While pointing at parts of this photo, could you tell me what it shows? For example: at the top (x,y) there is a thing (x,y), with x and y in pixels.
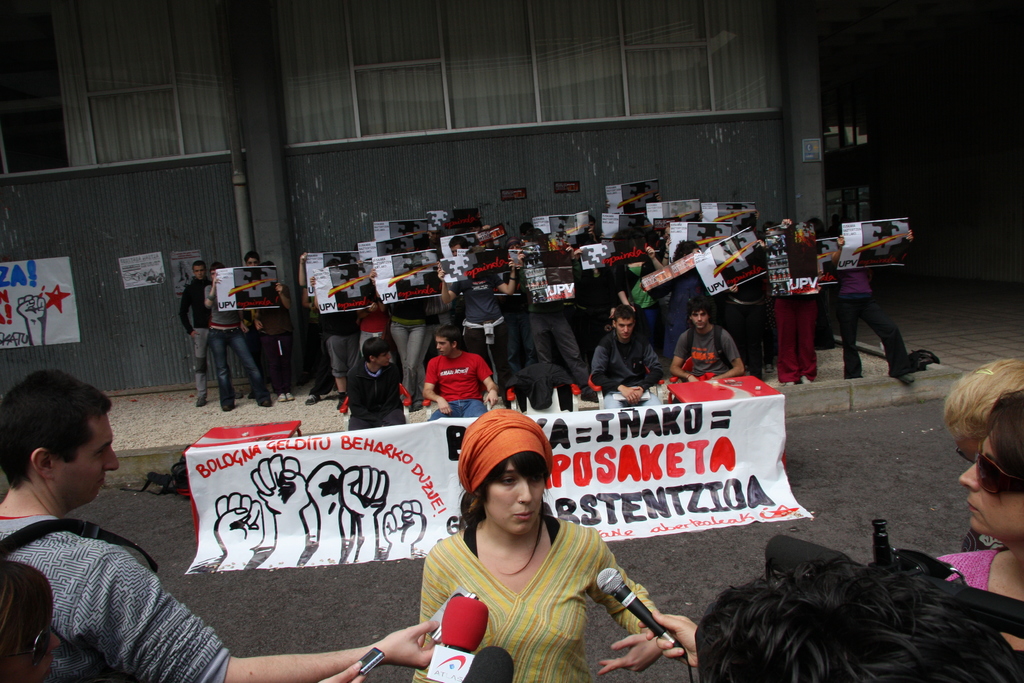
In this picture, we can see a few people (485,472) holding some objects (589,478) like posters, microphones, and a few (620,382) are sitting, we can see chairs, posters (608,433) with text (486,236), and we can see the wall (93,267), poster (56,276) with some text (16,281) on it.
